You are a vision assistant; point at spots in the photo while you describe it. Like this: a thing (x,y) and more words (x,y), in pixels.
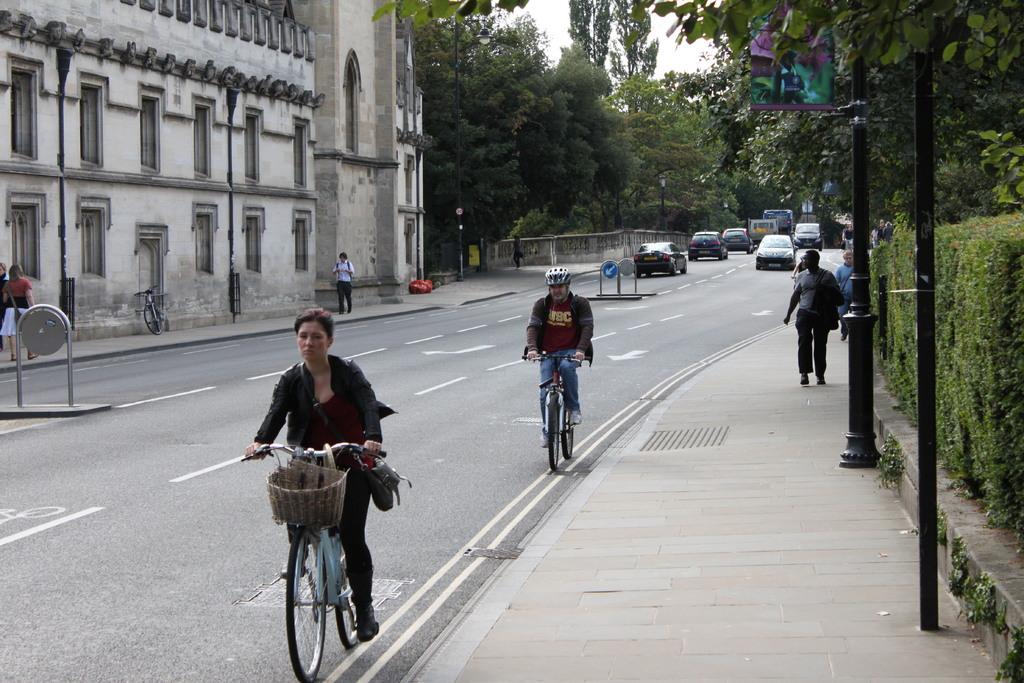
In this image on the right side (937,315) there are some trees (947,118) and poles (921,265) are there. In the center (353,412) there are two persons (323,403) who are sitting on a cycle (552,393) and riding and there are some cars (700,245) on the road (647,282). On the left side (131,256) there are buildings (213,171) and footpath (374,307) is there on the footpath (412,302) there are some people (26,294) walking and one cycle (150,307) is there.
